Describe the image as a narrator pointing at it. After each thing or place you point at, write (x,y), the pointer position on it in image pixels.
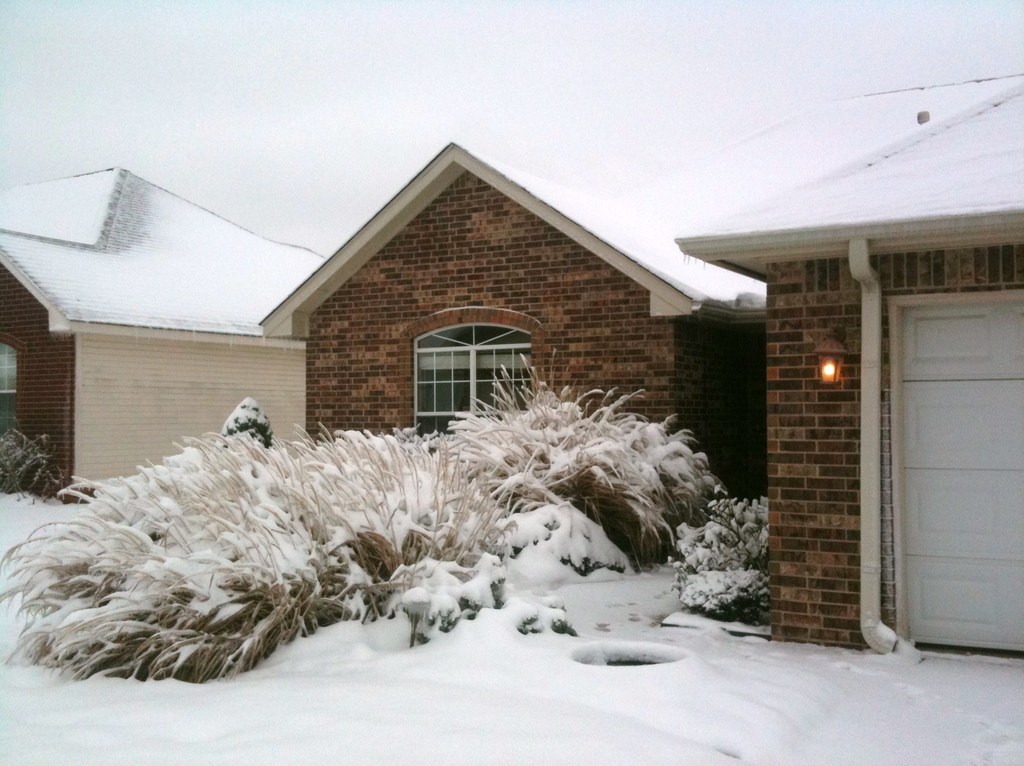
In this image there are few houses (460,293), plants (511,457) and ground (367,688) covered with snow (341,716), there is a light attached to the wall (809,426) of one of the houses (840,389).
